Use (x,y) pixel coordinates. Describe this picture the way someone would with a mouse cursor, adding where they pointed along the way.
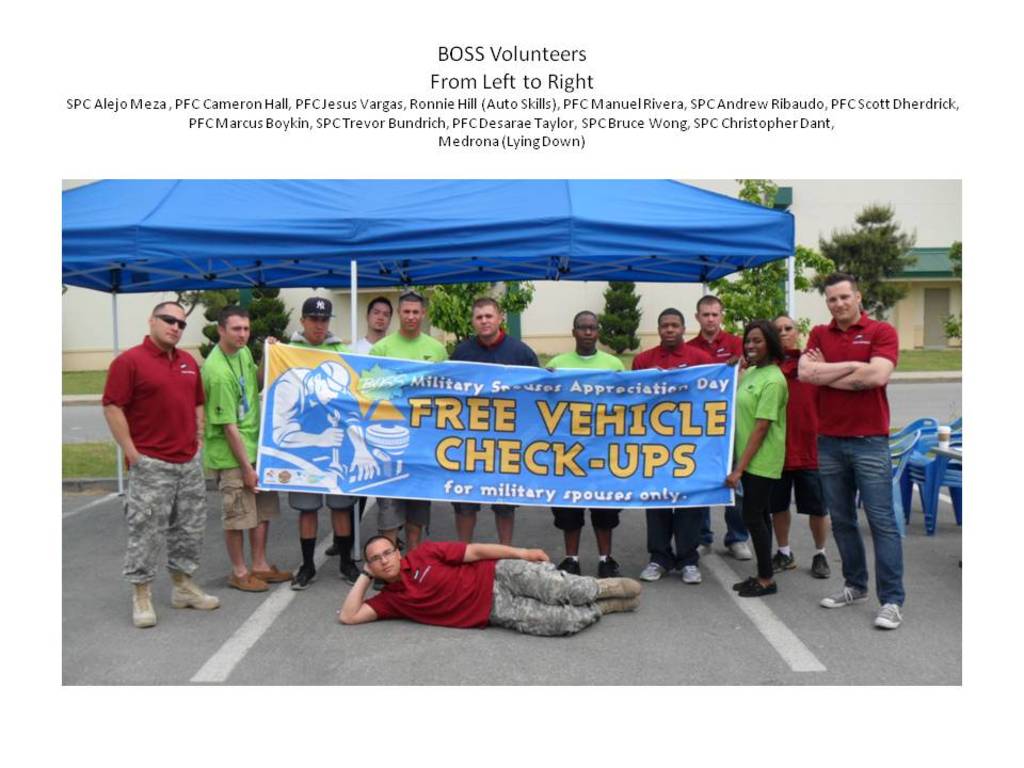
In this image there are a few people (137,427) standing by holding a banner (603,502), in front of the banner (439,483) there is a person (454,587) lay on the road (337,611), behind them there is a tent (574,262), behind the tent (500,255) there are trees (512,289) and buildings (810,287), beside them there are empty chairs (909,459) with a coffee mug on it, at the top of the image (453,95) there is some text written on it.
